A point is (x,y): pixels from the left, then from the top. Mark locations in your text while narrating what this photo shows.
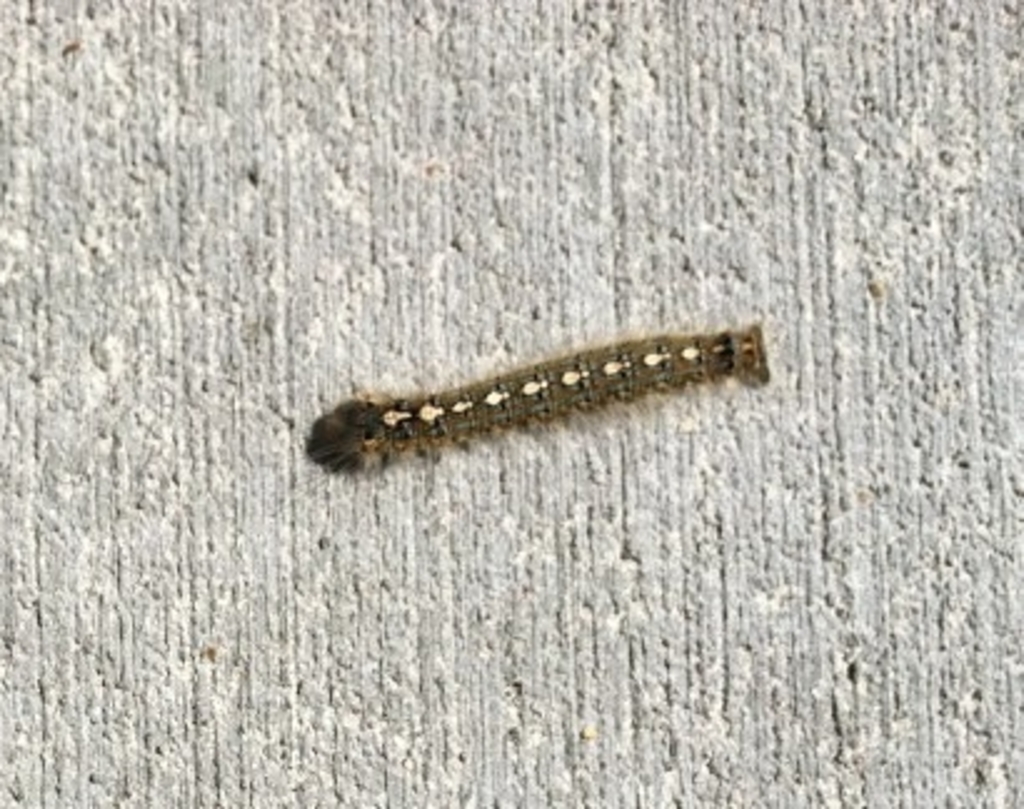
In this picture we can see an insect (752,340) on a surface (316,329).
